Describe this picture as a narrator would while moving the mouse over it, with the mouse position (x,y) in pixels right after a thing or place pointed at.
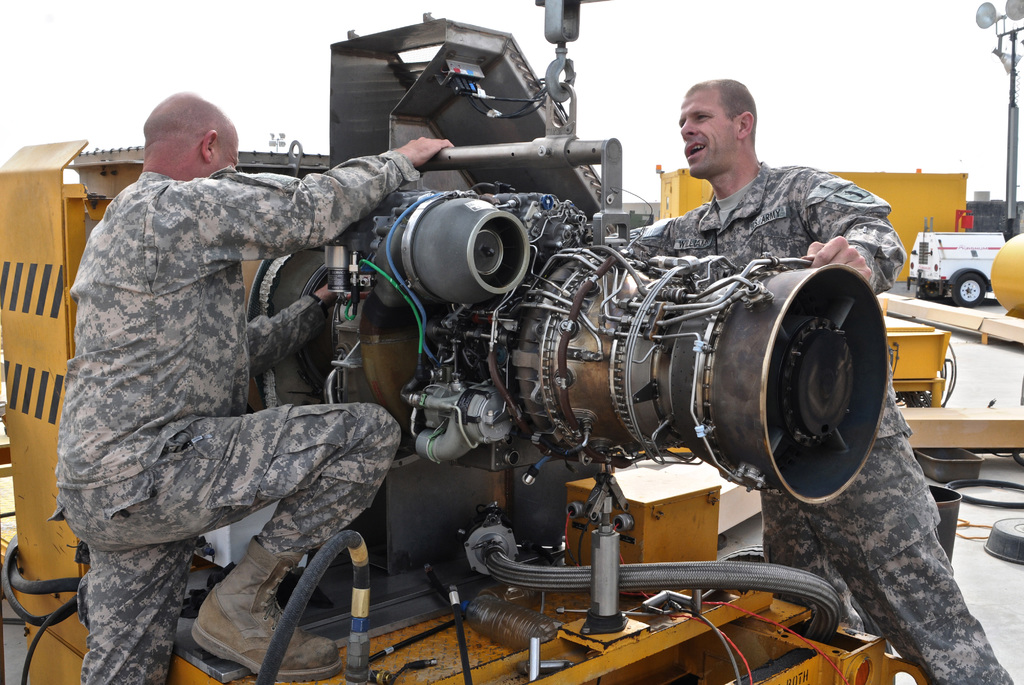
In this image we can see two persons (721,246) standing near to a machine (365,253). On the machine (411,294) there are wires (526,299), rods (455,153), hook (571,76) and some other things (566,318). In the back (926,282) there is a vehicle (934,240) and a pole (1014,169) on the right side (943,251).
